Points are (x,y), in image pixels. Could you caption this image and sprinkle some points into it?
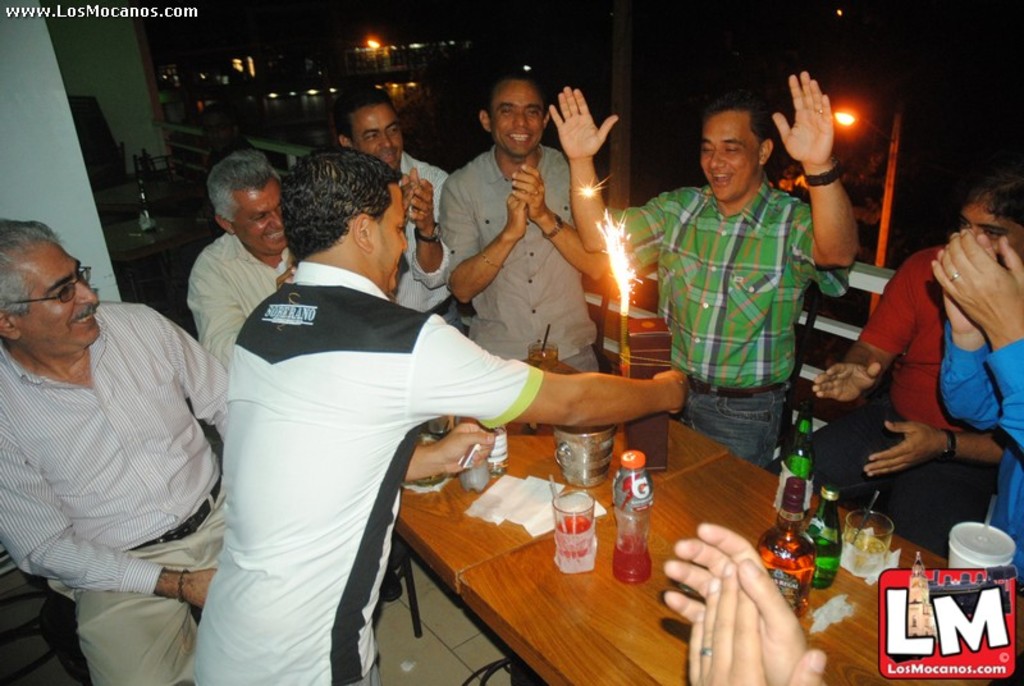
In this image there are a few people (268,299) standing are clapping and laughing, in front of them on the table (764,490) there are bottles (623,489), glasses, candles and some other objects (586,470), behind them there are tables (173,179) and chairs (156,160), on the tables (163,192) there are some objects (146,205), beside the table (598,489) there is a metal rod fence (840,276), behind them there are lamp posts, trees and buildings (244,55), on the top left of the image (18,14) there is some text (165,14), on the bottom right of the image (951,609) there is a logo (890,605).
